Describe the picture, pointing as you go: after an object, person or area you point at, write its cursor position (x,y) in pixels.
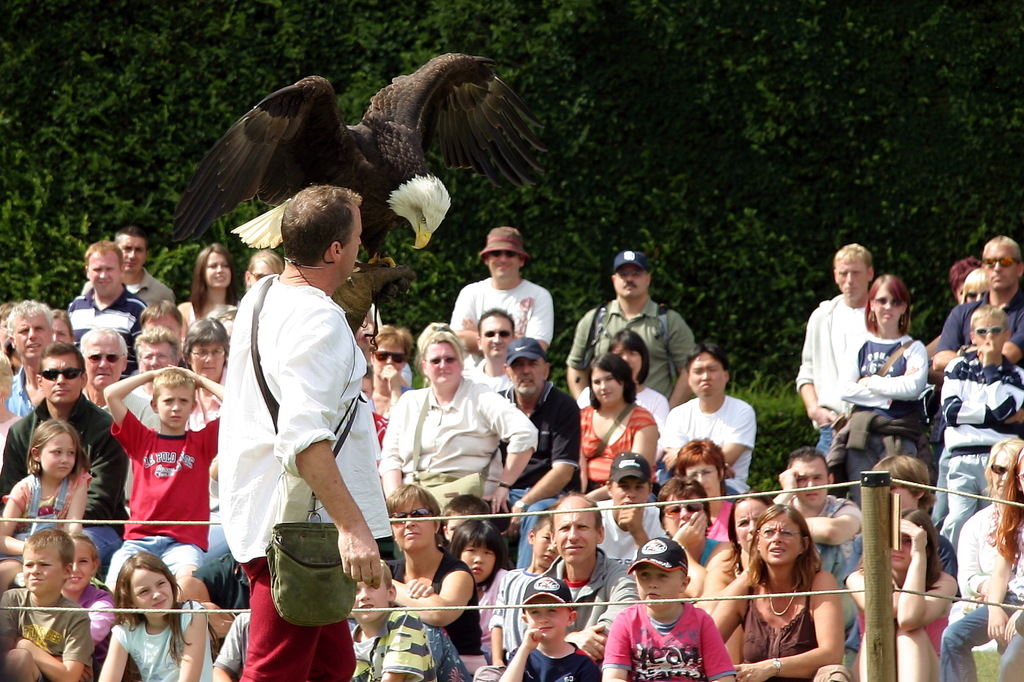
In this image I can see a person (296,393) wearing white and red color pant (269,643) is standing and holding an eagle (376,226) which is brown, cream and yellow in color. In the background (447,429) I can see few persons (537,463) sitting, few persons (509,282) standing and few trees (737,214) which are green in color.
